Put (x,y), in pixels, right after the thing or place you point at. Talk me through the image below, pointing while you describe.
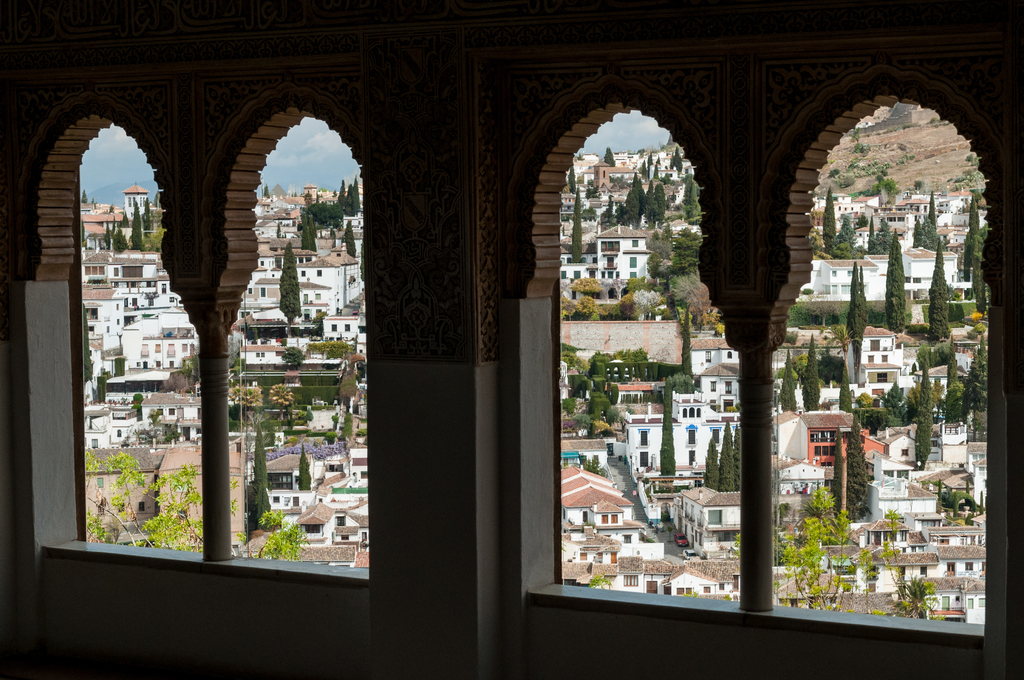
Through these windows (242,344) we can see buildings (274,346) and trees (329,223). In-front of this building (690,492) there are vehicles (690,553). This is designed wall (1015,437).
